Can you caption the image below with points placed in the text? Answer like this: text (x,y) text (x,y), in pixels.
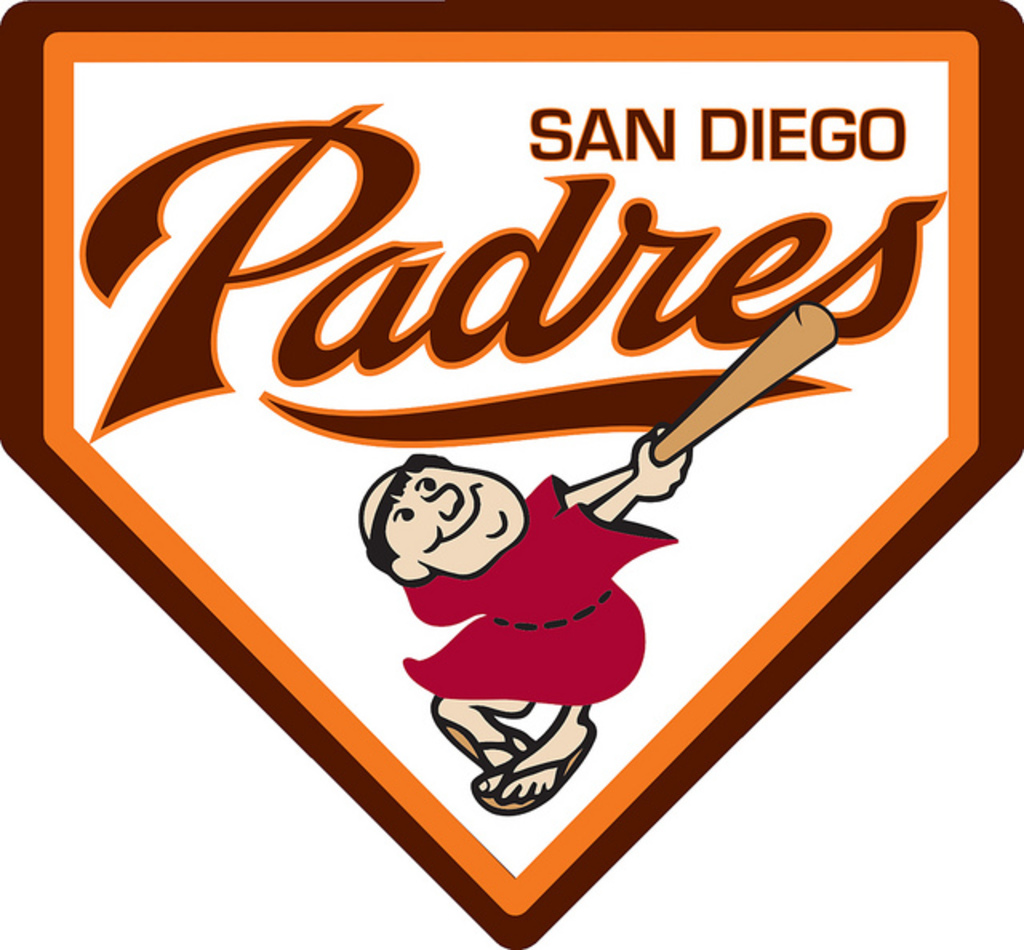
In this image there is a picture (554,599) of a person (570,587) holding a baseball bat (765,340) in the hand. Above the animated picture (552,565) there is text (445,348). There is a border (387,13) around the text (602,293).
